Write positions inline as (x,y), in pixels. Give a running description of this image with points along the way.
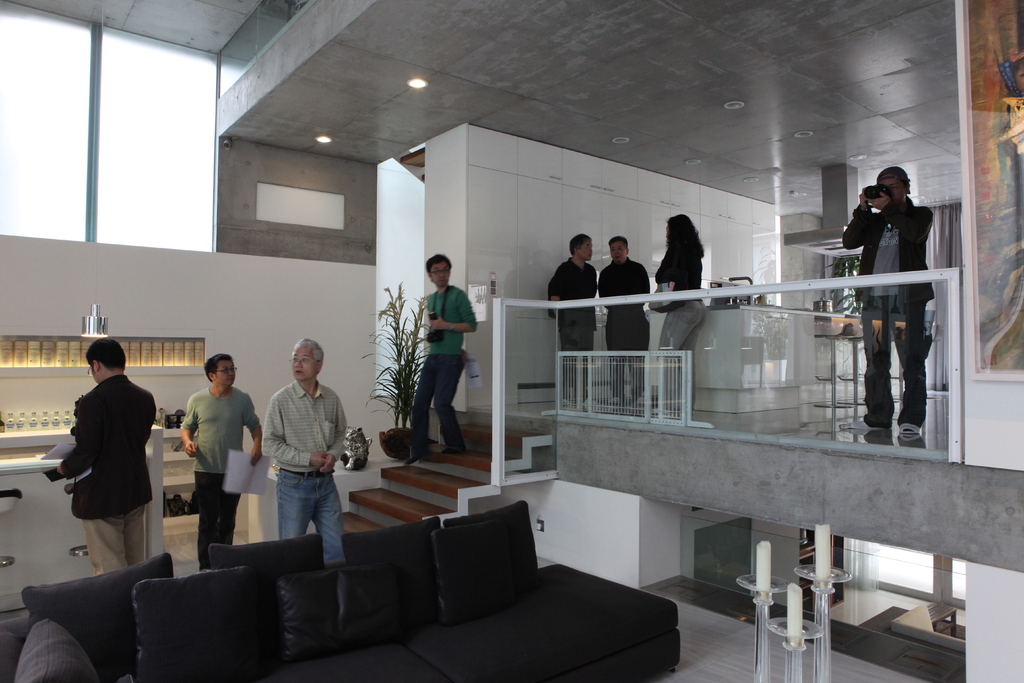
In this image there are persons (667,259) standing on the floor (727,656) inside a building (730,626). There is also a person (433,394) on the stairs (431,471) with a camera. In the right (903,224) there is a person (892,254) holding a camera (883,185). Image also consists of plants (406,363), ceiling lights (411,84) and candles (791,640). There is also a shelf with bottles (12,423) and a black color sofa (437,606) with cushions (394,608). At the top (517,55) there is ceiling (666,102) and also glass windows (150,110).
